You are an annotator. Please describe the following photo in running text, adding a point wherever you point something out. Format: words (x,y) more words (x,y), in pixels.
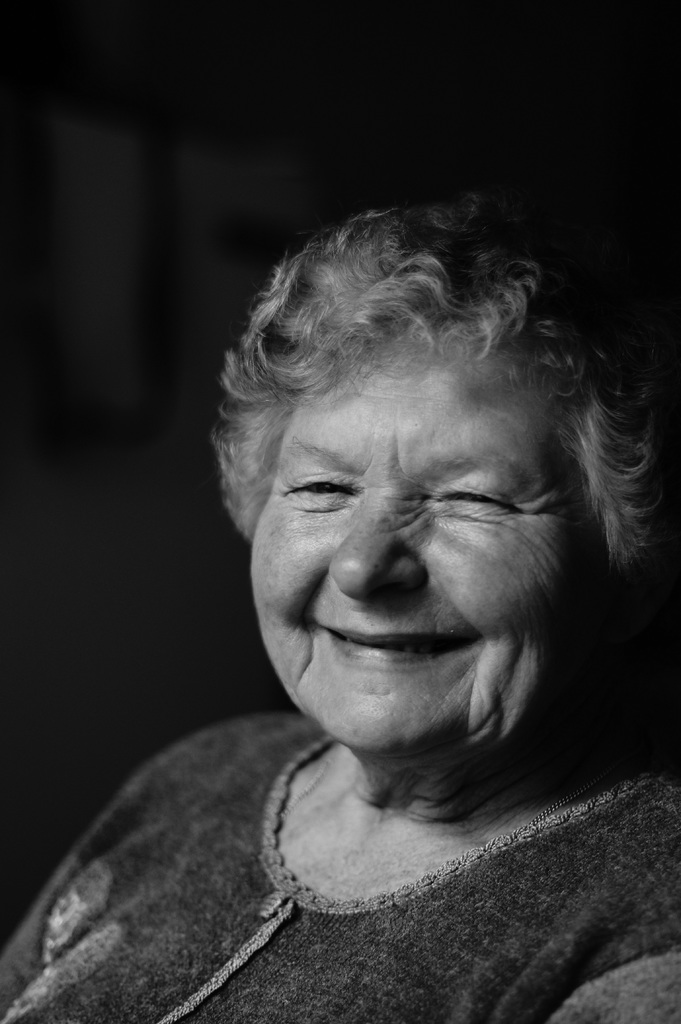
This is a black and white image and here we can see a lady (303,635) smiling.
